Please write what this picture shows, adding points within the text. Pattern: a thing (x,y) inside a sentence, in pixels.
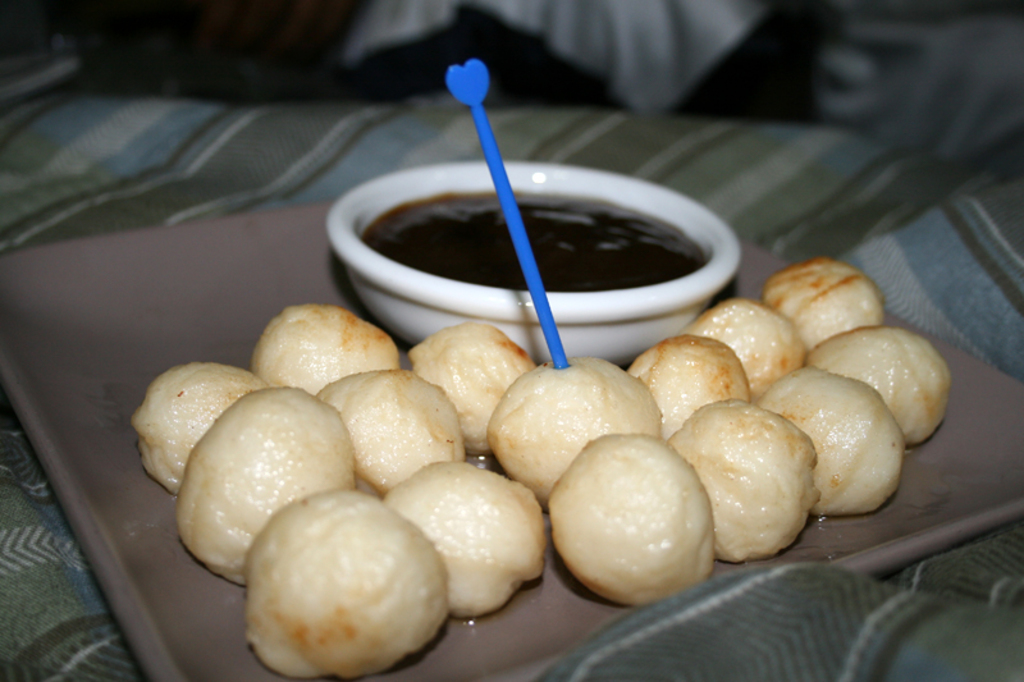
This image consists of some eatables (440,436). There is a bowl (611,350) and there is something in that bowl (425,320).
